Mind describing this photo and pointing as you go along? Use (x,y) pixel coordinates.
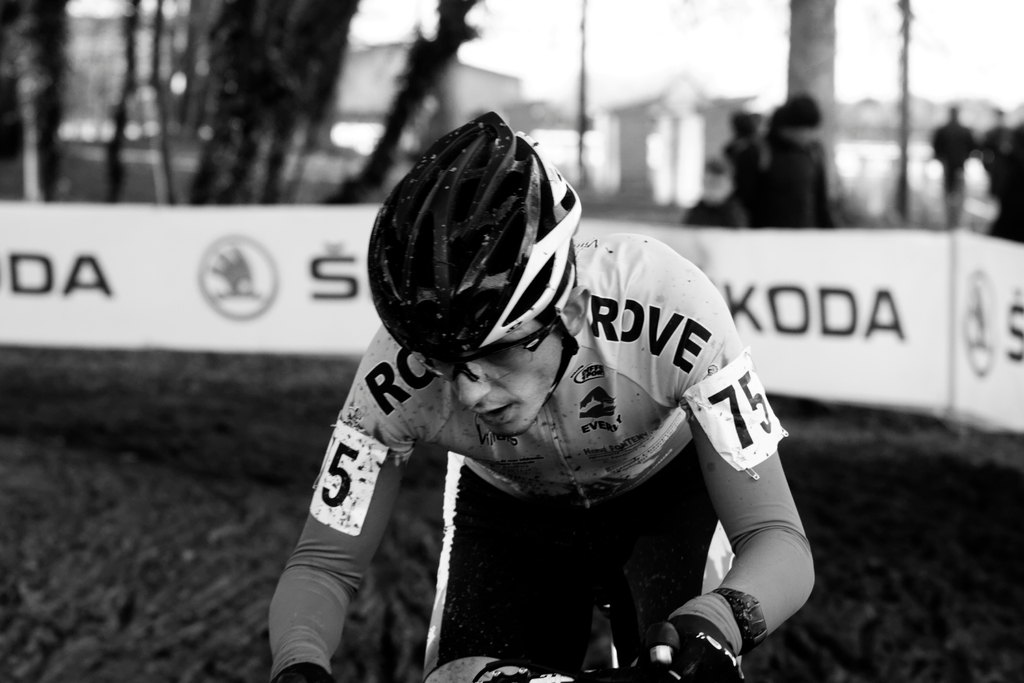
In the middle of this image (561,314), there is a person (653,294) wearing a helmet (516,213), cycling on a path (388,537). In the background (1001,354), there are banners (31,217), trees (315,78) and buildings (637,145). And the background (287,74) is blurred.
